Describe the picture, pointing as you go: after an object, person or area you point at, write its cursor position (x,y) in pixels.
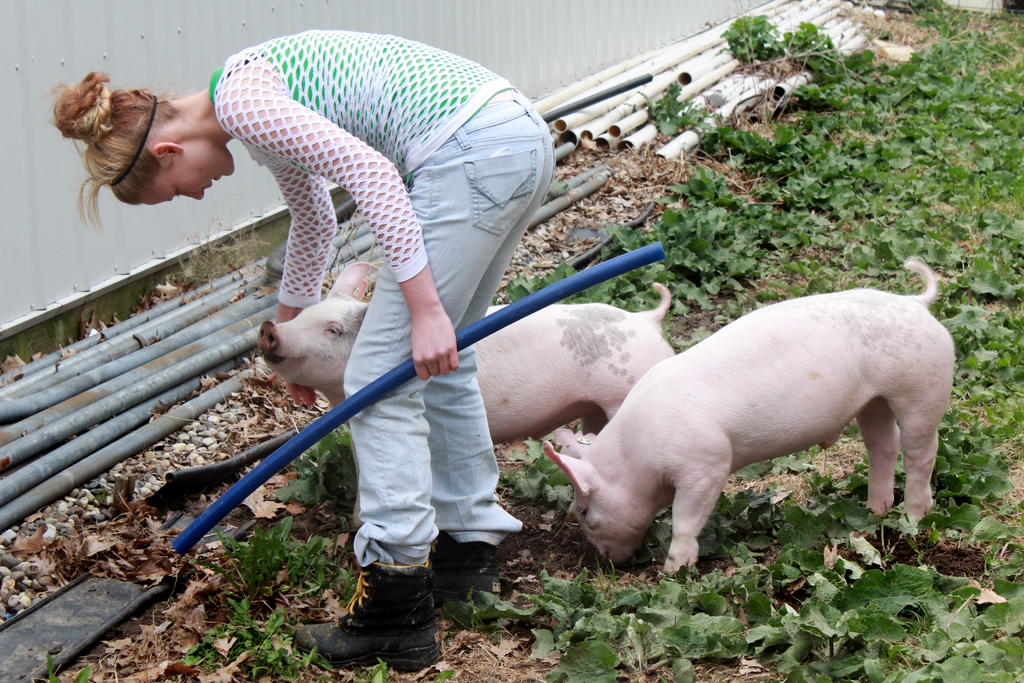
In this image we can see a woman (376,340). She is wearing a top (359,179), jeans (376,340), shoes (394,575) and holding blue color pipe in her hand (427,348). Behind her, we can see two pigs (657,393) and pipes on the land (202,280). We can see the leaves (750,591) on the land (755,585). We can see a metal sheet (546,9) at the top of the image (21,76).
